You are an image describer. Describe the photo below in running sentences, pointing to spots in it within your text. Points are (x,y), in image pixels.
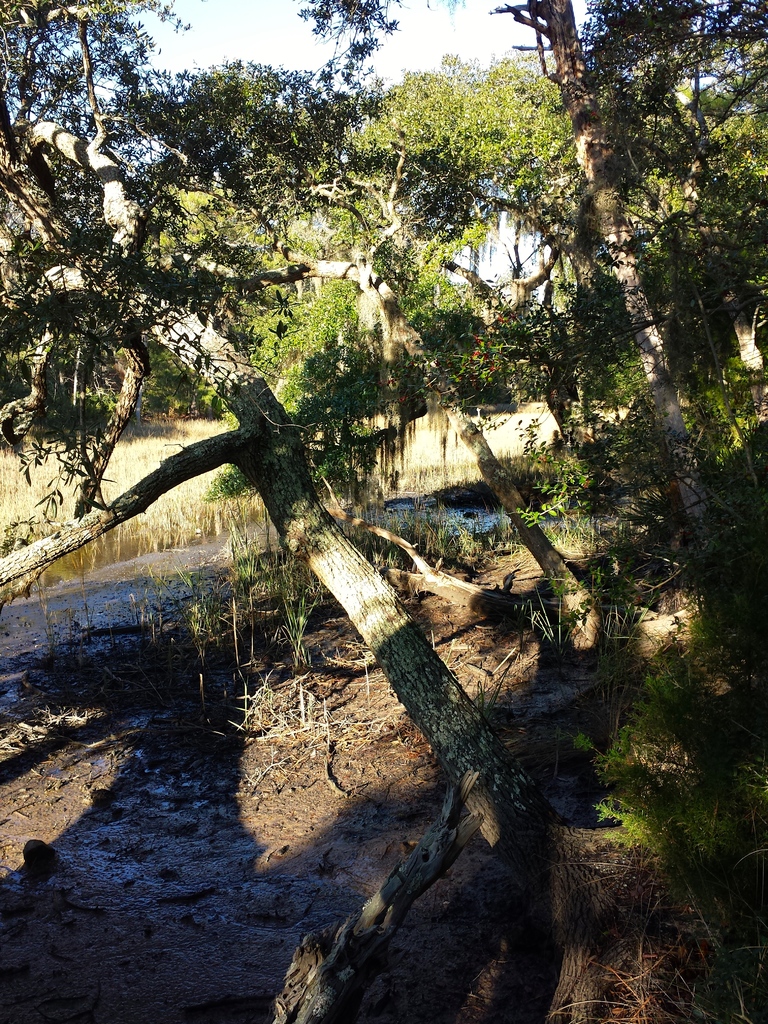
In this image I can see the ground (161,765) and few trees (295,548) which are green and brown in color. In the background (319,86) I can see the sky (311,45).
